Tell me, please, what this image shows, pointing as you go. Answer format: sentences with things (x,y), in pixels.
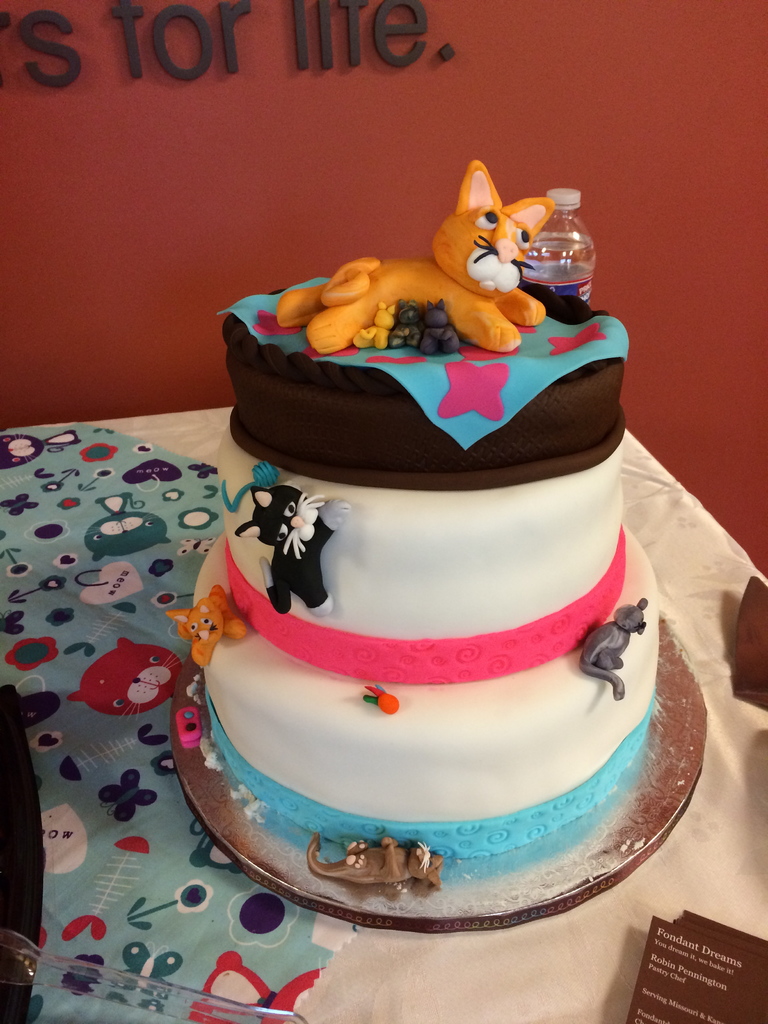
In the image we can see cake (415,709) which is kept on the table (133,754). This is a wall (296,124), on the wall (215,65) we can see for life. This is a bottle (585,263).
